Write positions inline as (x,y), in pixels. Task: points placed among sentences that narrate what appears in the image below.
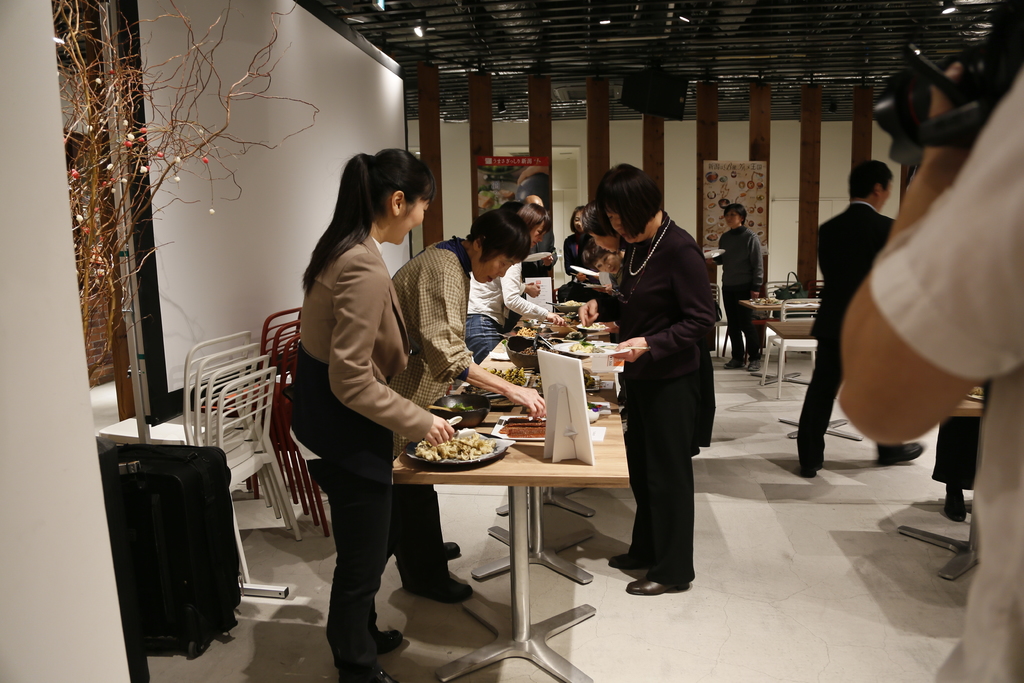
Here we can see some persons (623,399) are standing on the floor (740,578). There are chairs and these are the tables (513,513). On the table (569,568) there are plates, bowls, and some food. This is wall (287,143) and there is a flower vase (128,196). Here we can see posters (716,195). This is roof (789,73) and there is a light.
